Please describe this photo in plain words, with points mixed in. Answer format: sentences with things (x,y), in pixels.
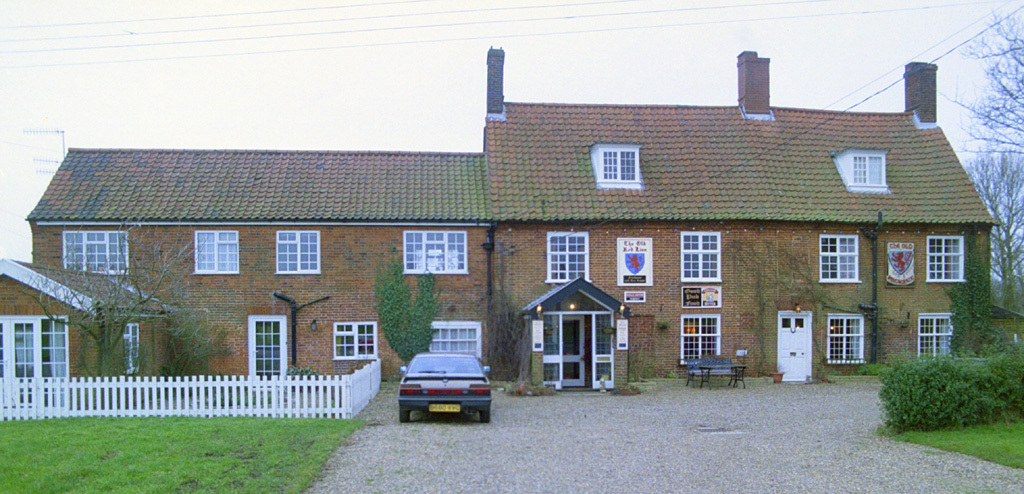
In this image we can see a house (528,323), there are windows (468,326), doors (275,328), pipes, lights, there is a fencing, a car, there are plants (206,333), grass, trees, a bench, and a table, also we can see the sky (472,66).
